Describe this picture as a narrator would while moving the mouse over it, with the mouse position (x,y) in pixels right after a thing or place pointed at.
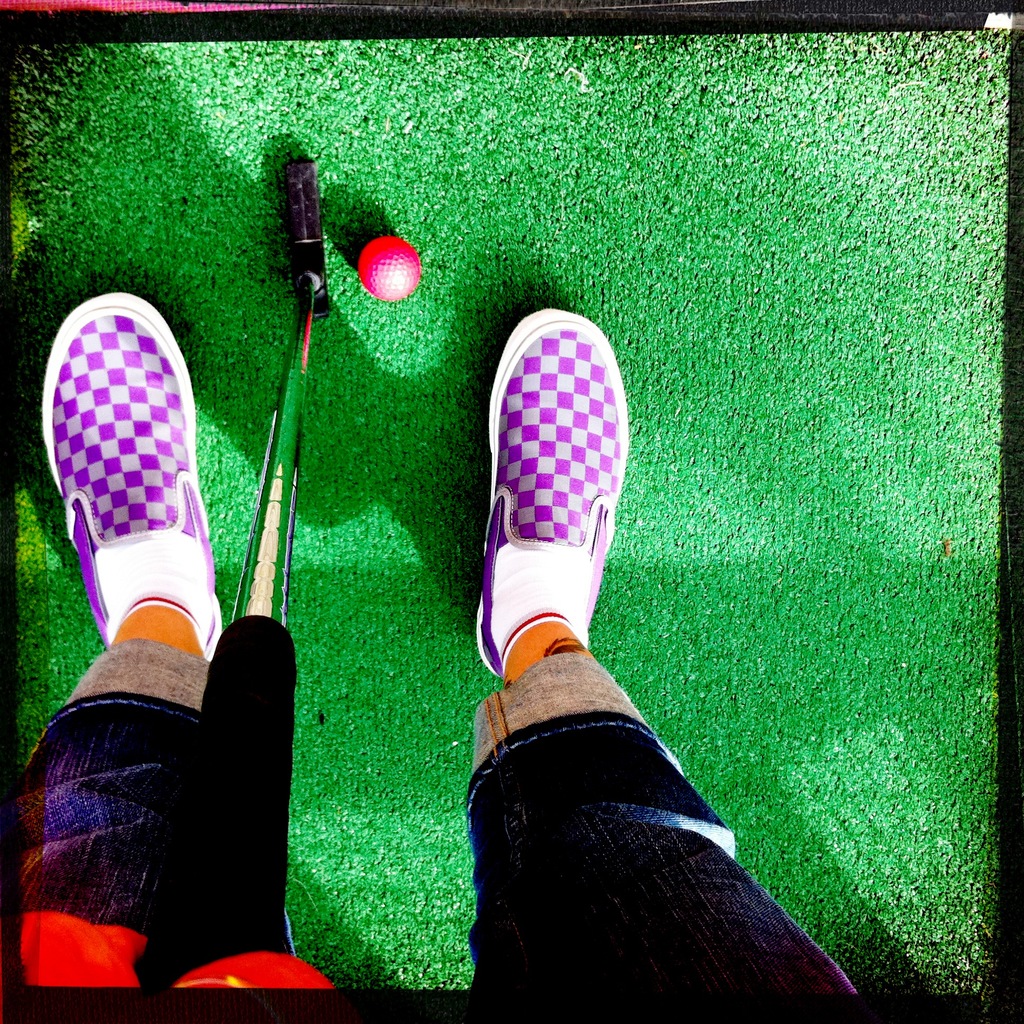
In this image we can see a person (495,584) standing on the ground (669,272) by holding golf stick (269,488) and there is a ball (392,242) on the ground (358,242).
